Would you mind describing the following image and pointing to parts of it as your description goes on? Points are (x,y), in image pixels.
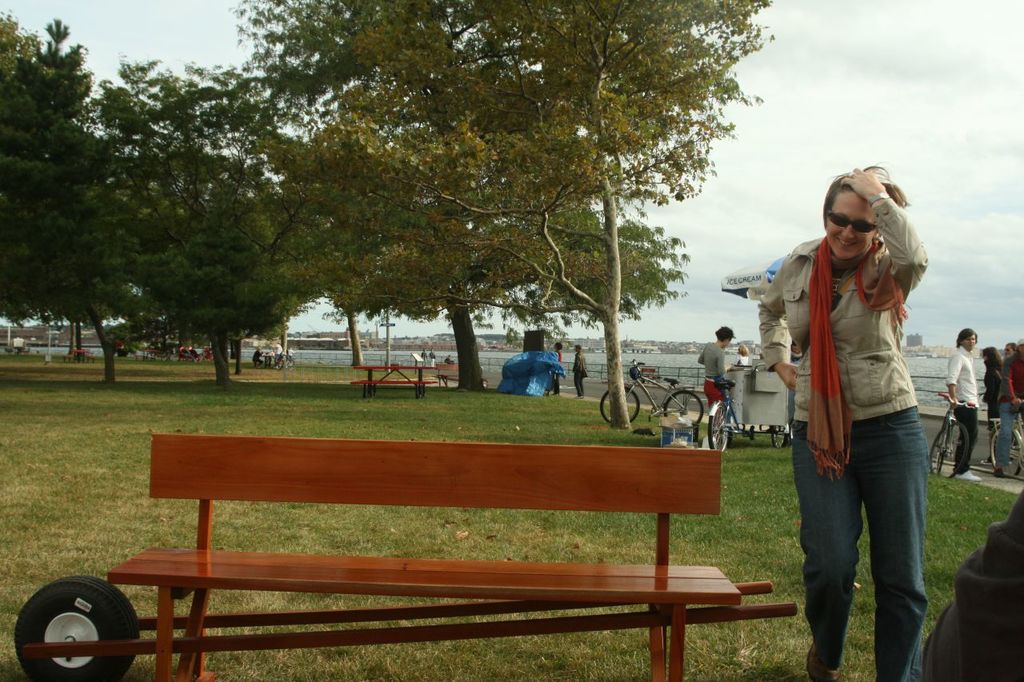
On the right (867,434) there is a woman (854,423) she wear shirt (858,352), scarf (826,373), shades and trouser (842,531), she is smiling. In the middle (424,451) there is a bench (485,570). In the right (964,413) there are many people (965,361) and cycles (674,410). In the background (686,214) there are trees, bench (371,381), water (659,358), sky (886,119) and clouds (943,219).
